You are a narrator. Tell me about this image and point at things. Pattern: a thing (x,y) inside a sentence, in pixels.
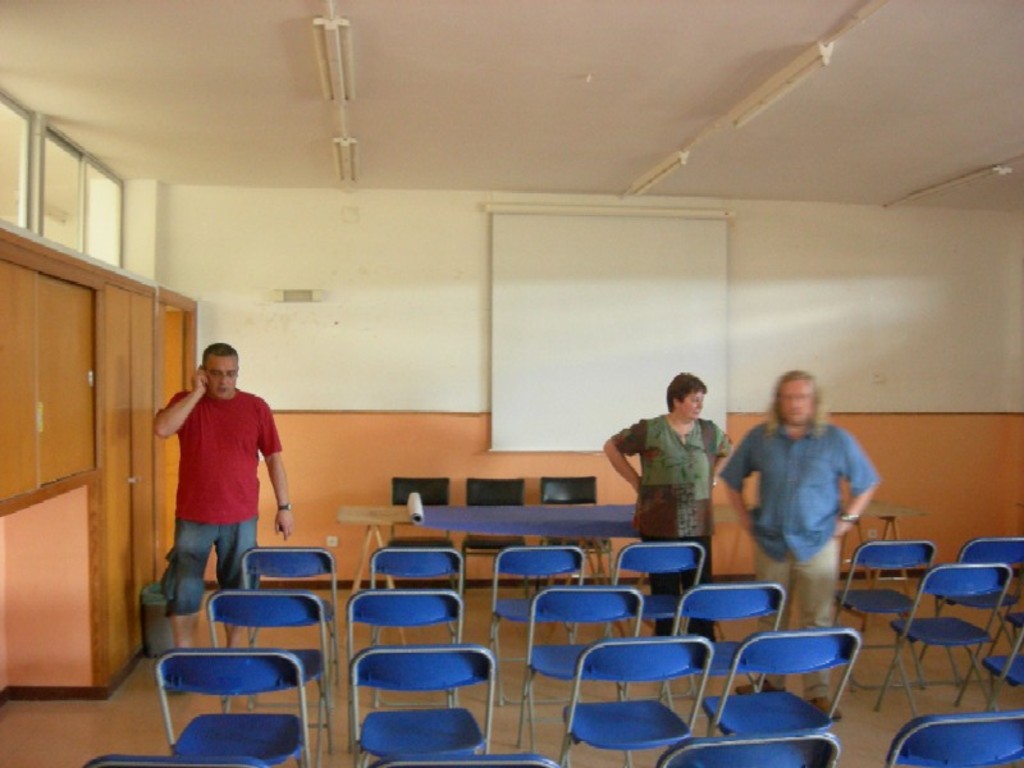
On the left side (234,421), there is a person (213,407) in red color t-shirt (208,398), holding mobile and speaking and standing on the floor (217,647), on which, there are blue color chairs (291,556) arranged. On the right side (705,524), there are two persons (863,462) standing on the floor (873,682). In the background (402,518), there is a table (386,520), on which, there is a blue color sheet (488,510). Beside this table (539,508), there are chairs (493,479) arranged, there is a white color screen (605,253) on the wall (269,308), there are lights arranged on the roof (225,135), there are glass windows (48,174) and cupboards (89,350).
